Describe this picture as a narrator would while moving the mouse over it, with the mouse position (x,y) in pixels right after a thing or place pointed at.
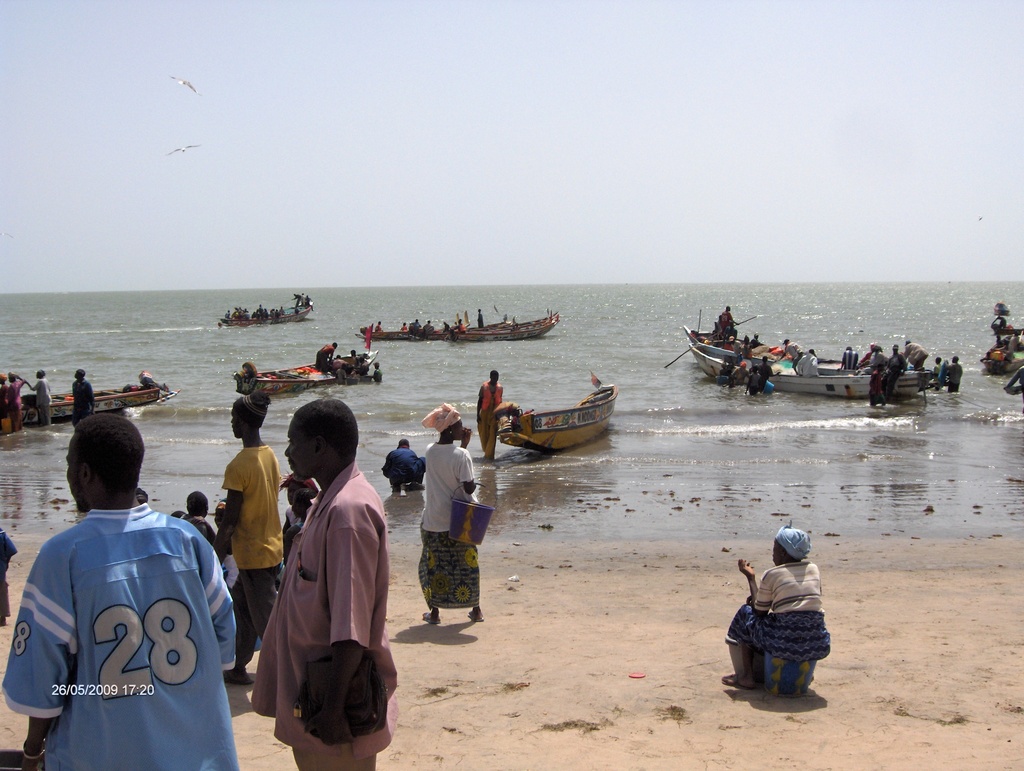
There are few people (454,323) sitting in the boat (464,338) which is on the water (525,310) and there are few other people (266,563) in the left corner (257,580).
